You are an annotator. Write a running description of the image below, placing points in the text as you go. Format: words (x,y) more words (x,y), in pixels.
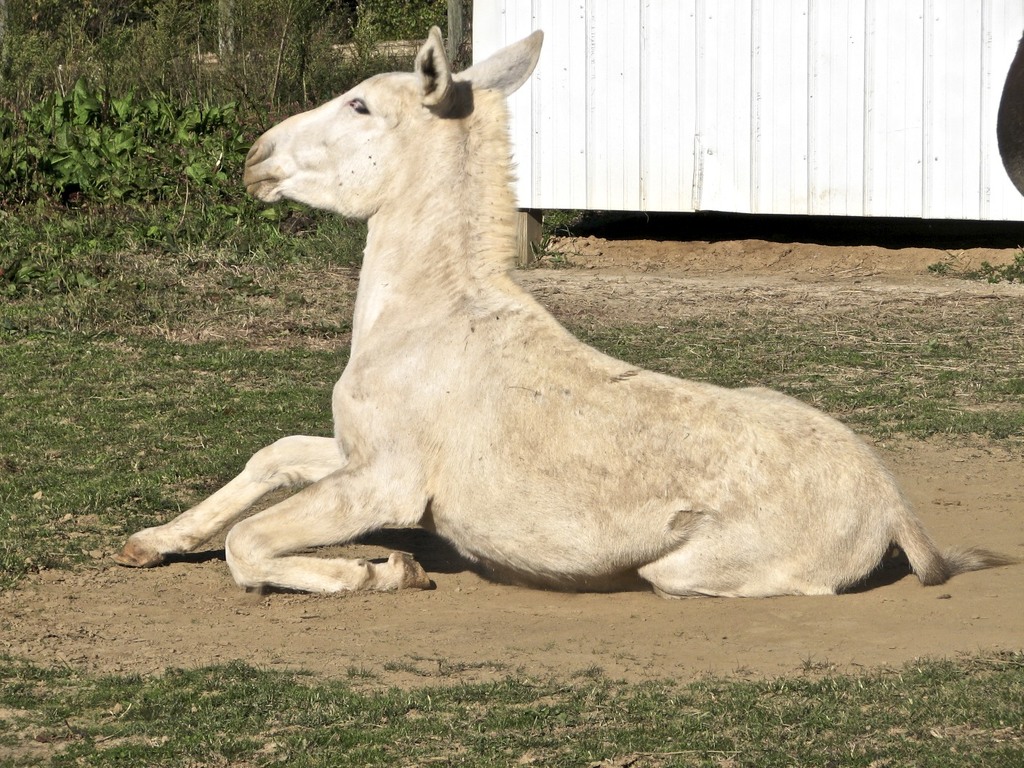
In this image we can see an animal (854,536) sitting on the ground (313,627) and we can see a white color object (678,205) in the background (890,27). We can see some plants (169,21) and grass (8,227) on the ground (744,311).
